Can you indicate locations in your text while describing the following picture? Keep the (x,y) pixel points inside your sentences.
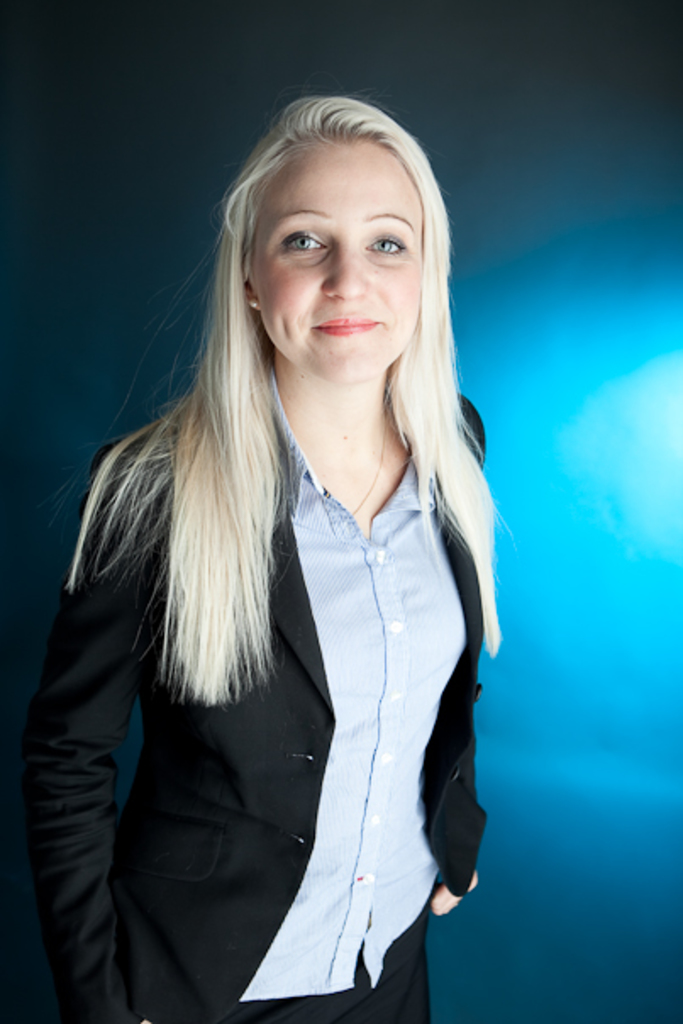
In this image I can see a woman (168,676) standing, smiling and giving pose for the picture. It seems to be the background (662,858) is edited.
